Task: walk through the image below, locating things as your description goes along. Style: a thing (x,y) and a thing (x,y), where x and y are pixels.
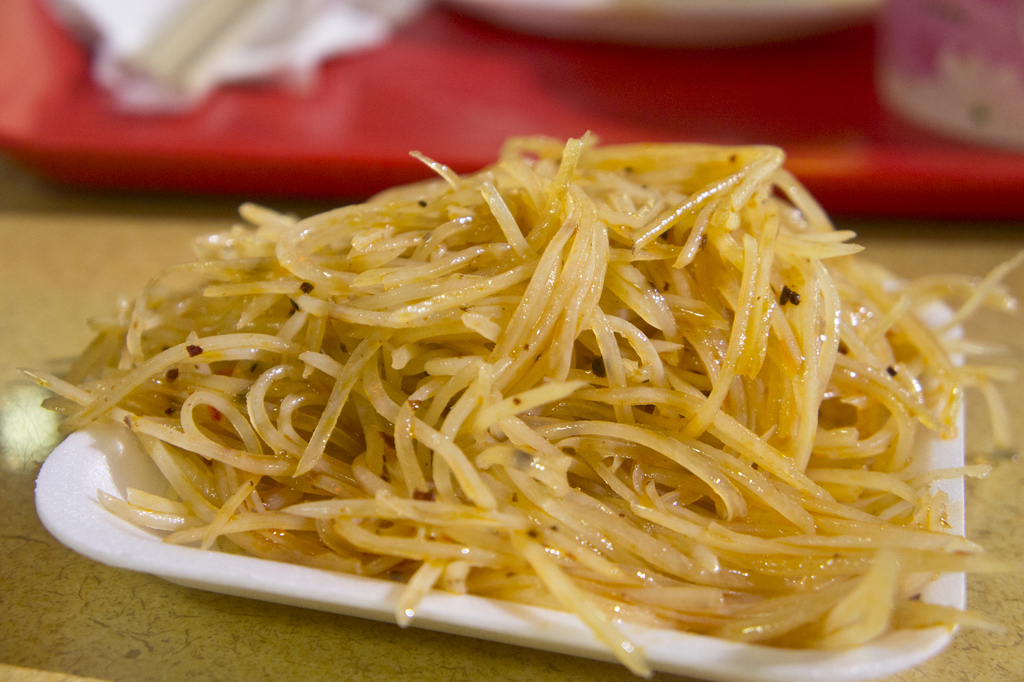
In this image, we can see noodles (352,432) in the plate (259,574), placed on the table (166,658).
